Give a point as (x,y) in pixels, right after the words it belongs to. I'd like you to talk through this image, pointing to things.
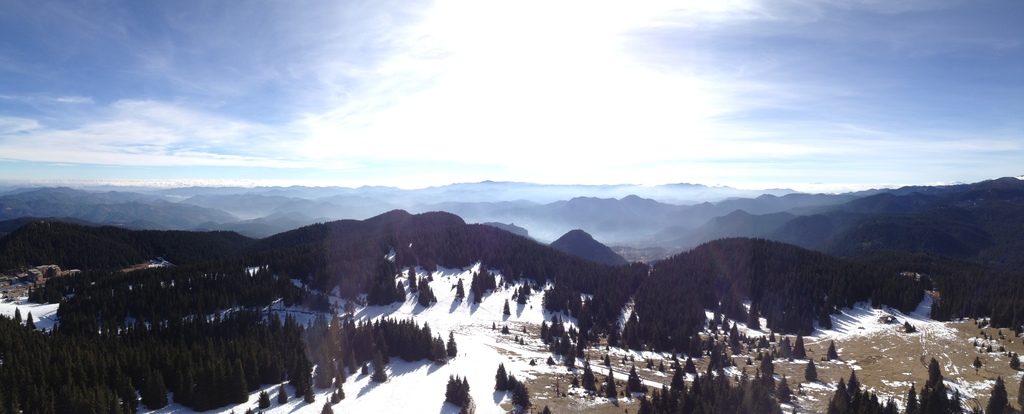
In this image I can see the snow (401,380), few trees (95,371) in green color. In the background (779,236) I can see the mountains (398,193) and the sky (405,107) is in blue and white color.
